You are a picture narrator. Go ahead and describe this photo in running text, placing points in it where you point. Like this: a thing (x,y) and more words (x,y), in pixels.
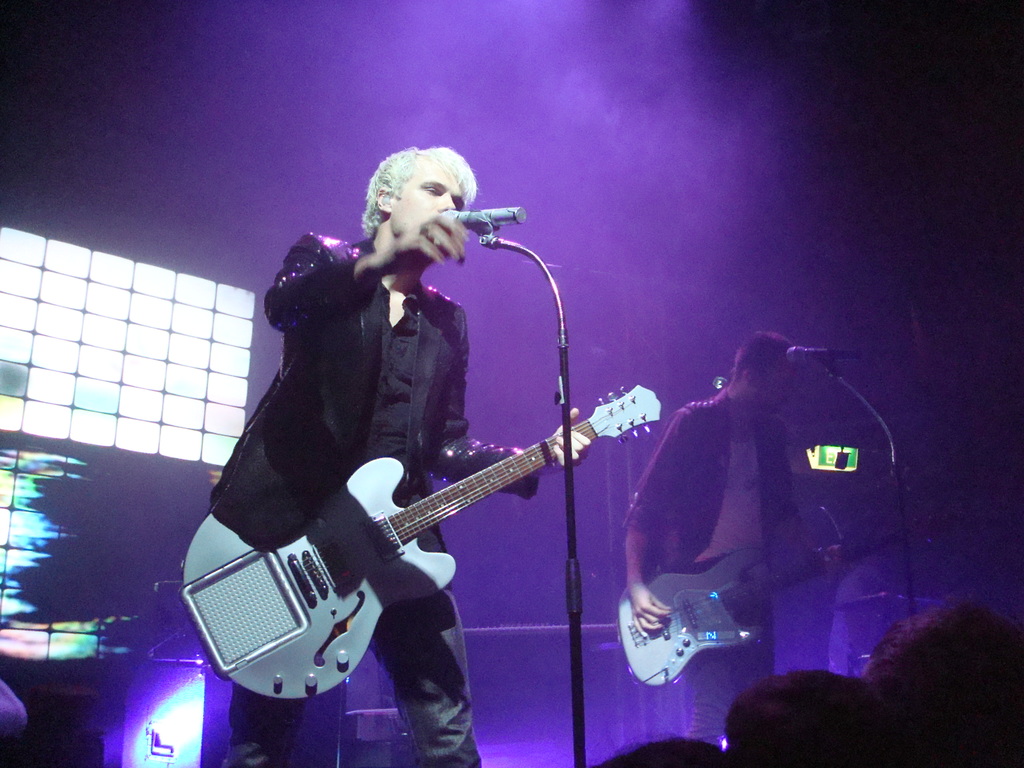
In the image there is a man (364,313) holding a guitar (395,470) and standing in front of a microphone (479,218). On right side (746,379) there is another man (739,529) playing a guitar (679,627) in front of a microphone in background (179,374) there is a window (178,387) and lights (149,734).
